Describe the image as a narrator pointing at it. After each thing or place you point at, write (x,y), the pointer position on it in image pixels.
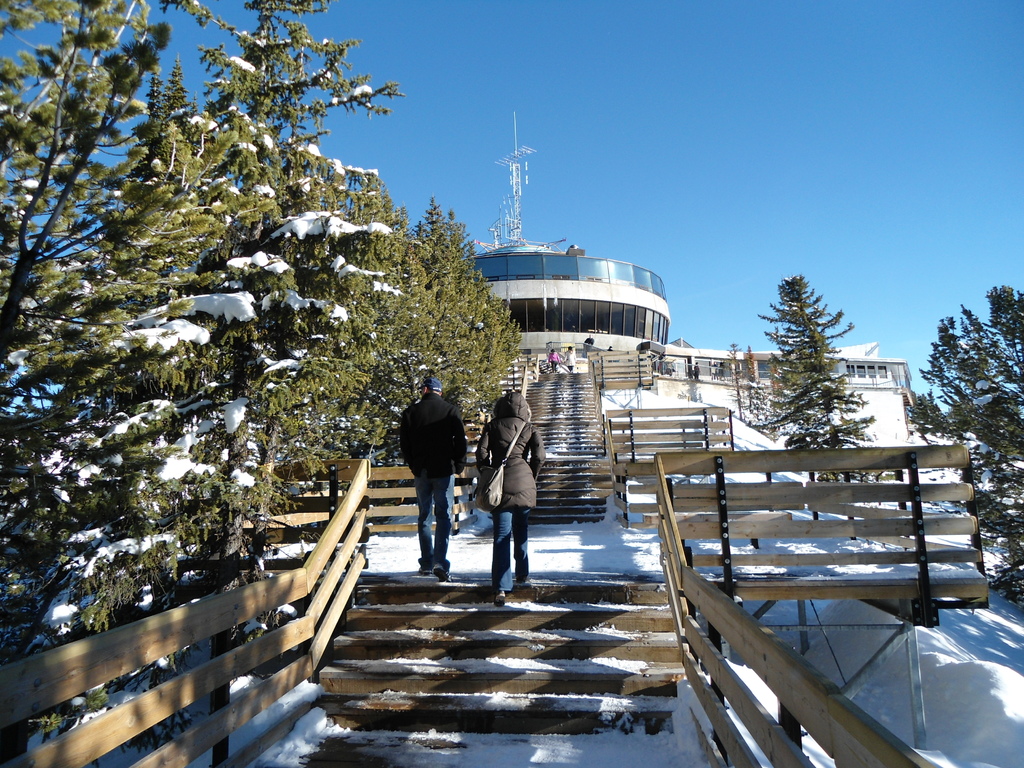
In the center of the image (429,399) we can see people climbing stairs (476,701) and there is snow (991,685). In the background (463,269) there is a building (614,342), trees (191,361) and sky (678,139).
